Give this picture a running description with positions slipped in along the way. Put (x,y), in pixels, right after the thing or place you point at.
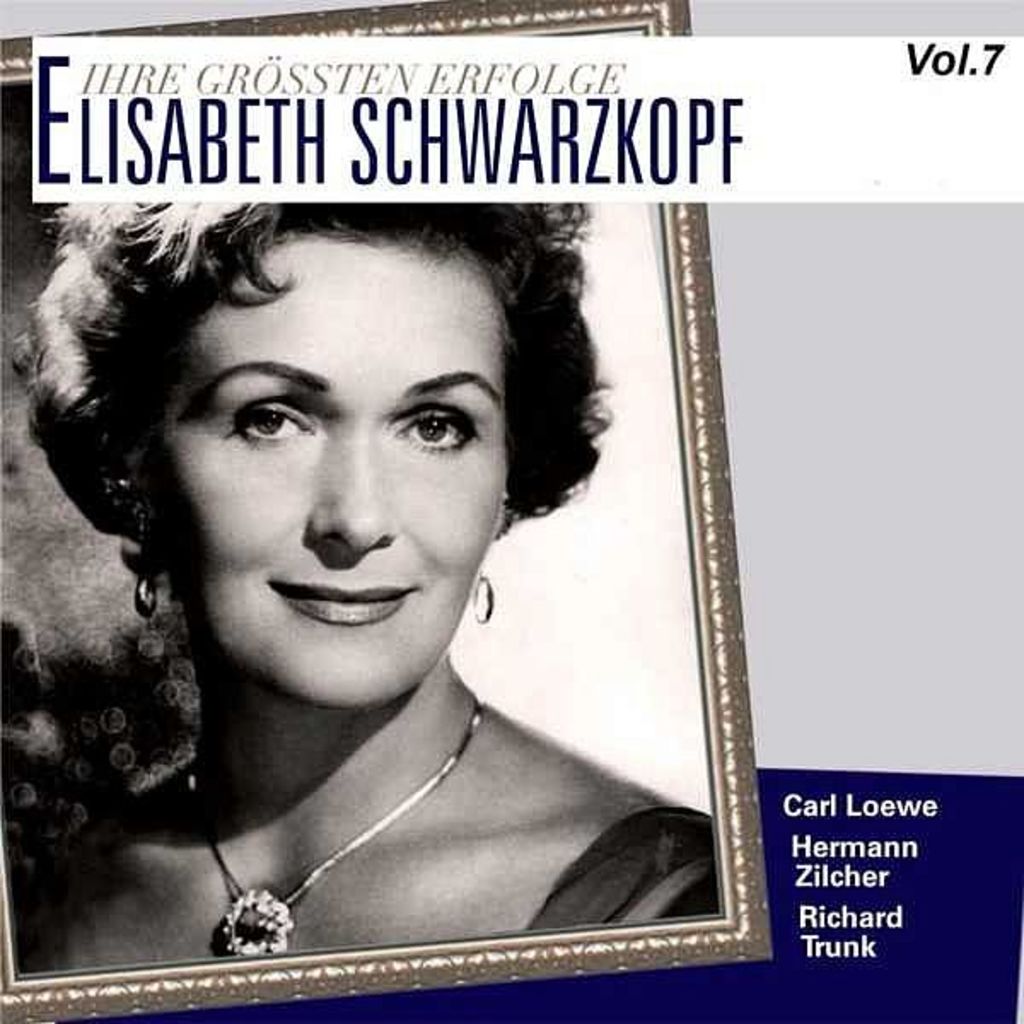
In this image we can see a photo frame (369,375) of a person (328,525) and on the right of the image (845,854) we can see some text (824,872).
